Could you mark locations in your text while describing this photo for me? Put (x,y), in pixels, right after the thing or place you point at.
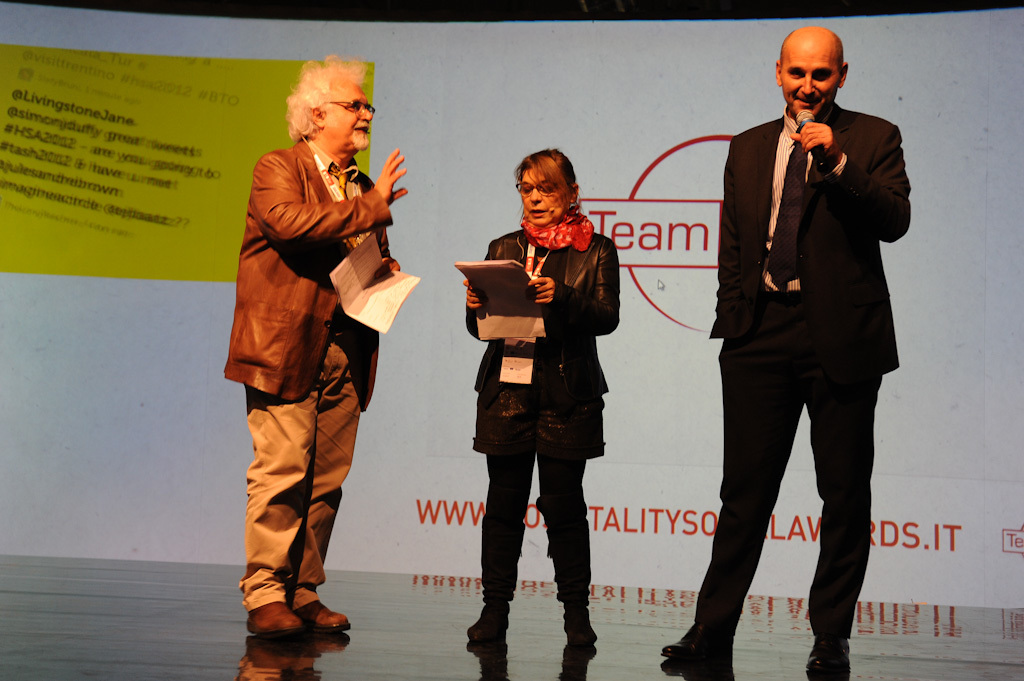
In the middle of the image (363,391) three persons (326,108) are standing, holding a microphone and papers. Behind them we can see a banner (216,272).
